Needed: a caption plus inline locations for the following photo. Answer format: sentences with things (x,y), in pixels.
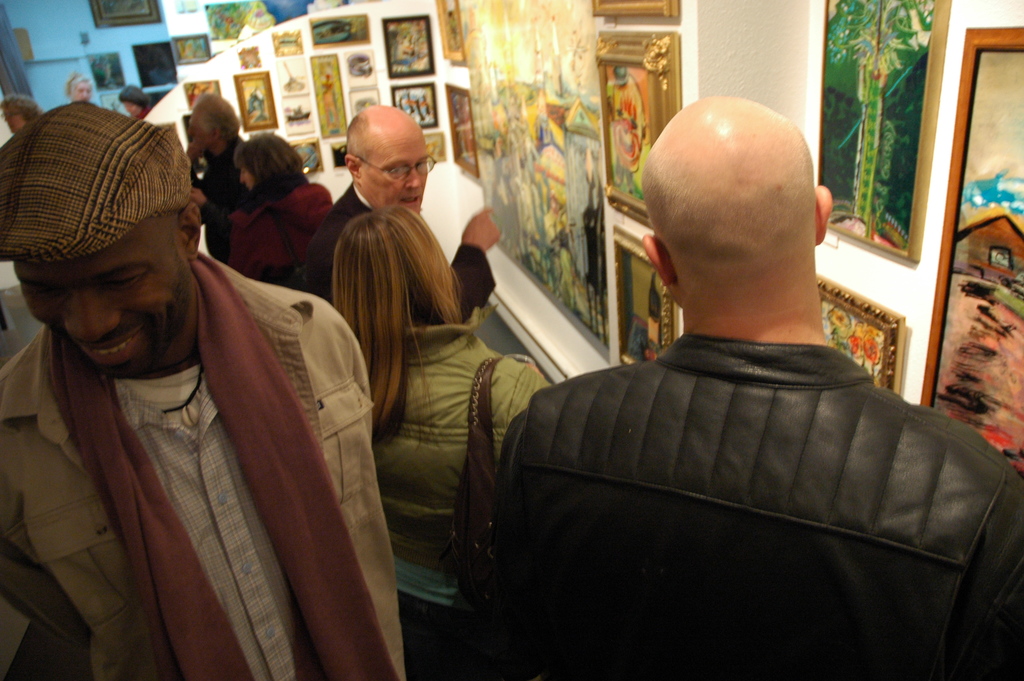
In this picture we can see some people (373,299) standing here, on the right side (712,55) there is a wall (699,52), we can see some portraits (995,135) on the wall (439,69), a man (241,503) in the front (220,322) wore a cap (95,243).
